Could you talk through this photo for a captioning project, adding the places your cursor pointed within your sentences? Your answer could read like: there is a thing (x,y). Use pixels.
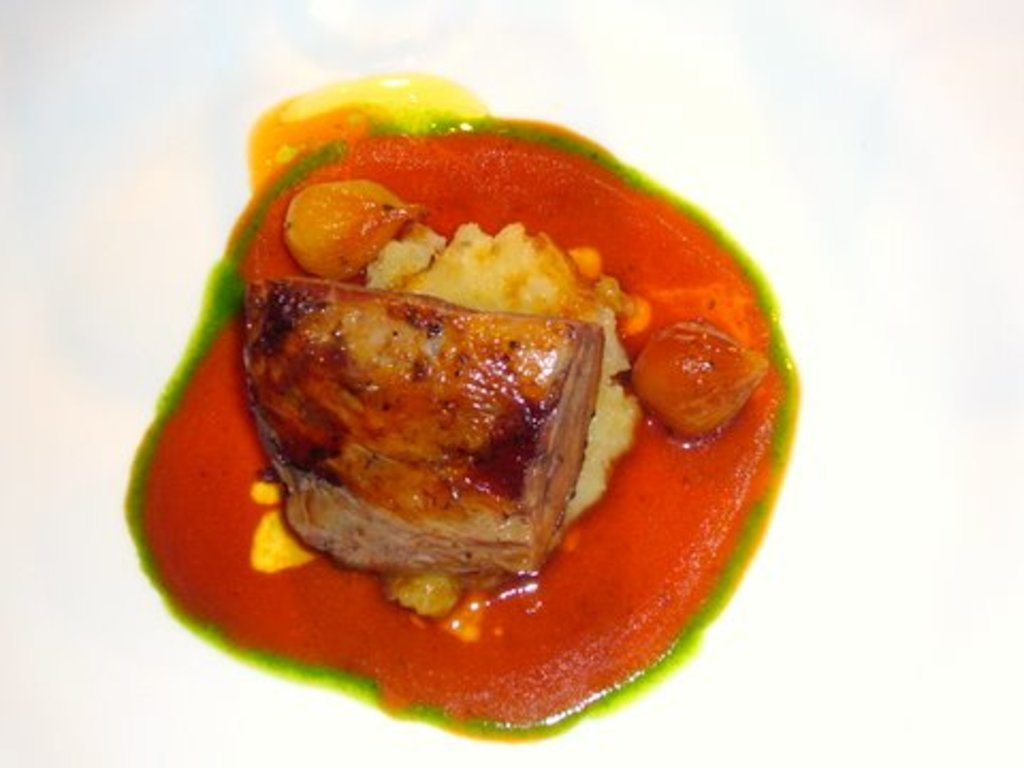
This picture is consists of a piece of meat (390,358) in the center of the image (573,421).
